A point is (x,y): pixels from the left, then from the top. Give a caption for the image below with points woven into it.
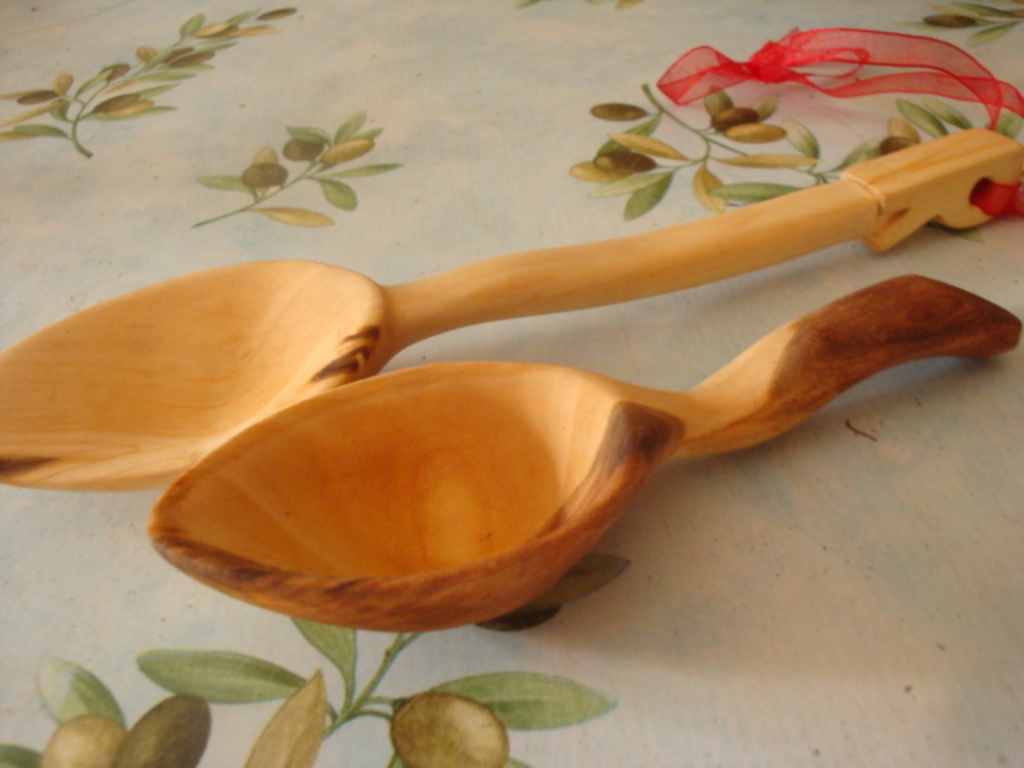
In this picture I can see 2 brown color spoons (743,399) on the white color cloth (497,156) and on the cloth (263,101) I can see the depiction of leaves (102,113) on the stems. On the top right of this picture (799,82) I can see a red color thing (892,42).
